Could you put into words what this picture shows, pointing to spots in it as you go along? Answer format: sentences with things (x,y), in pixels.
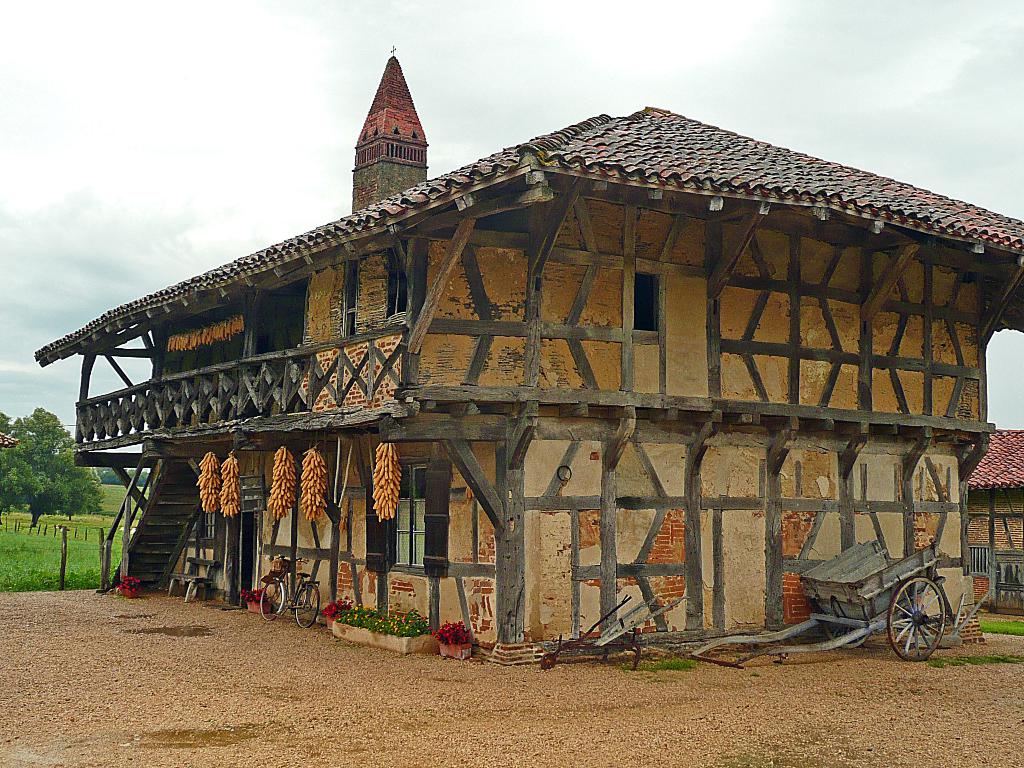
In this image I can see the ground (287,725), a cart (911,581) which is grey in color, a bicycle (305,611), few plants (338,620) which are green in color and few flowers (439,629) which are pink in color. I can see a building (523,377) which is cream and black in color and few stairs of the building (494,398). In the background (986,522) I can see another building (975,506), few trees (51,497) and the sky (299,106).
